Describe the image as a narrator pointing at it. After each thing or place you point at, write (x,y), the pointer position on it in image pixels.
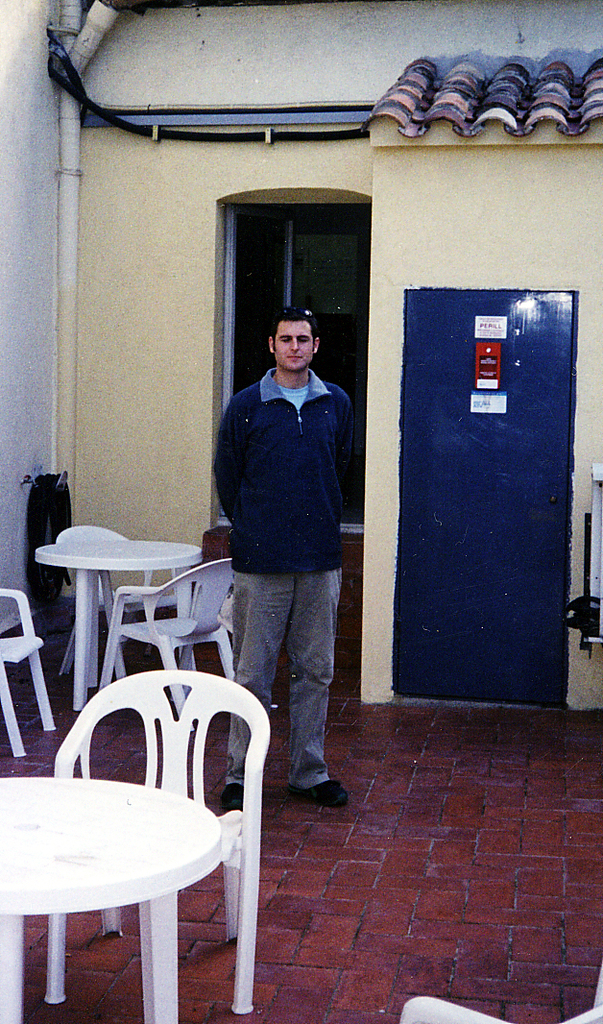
The person (307,490) wearing blue jacket (289,486) is standing and there are tables (131,565) and chairs (154,737) in front (175,739) and behind him and the background wall (431,222) is yellow in color.
